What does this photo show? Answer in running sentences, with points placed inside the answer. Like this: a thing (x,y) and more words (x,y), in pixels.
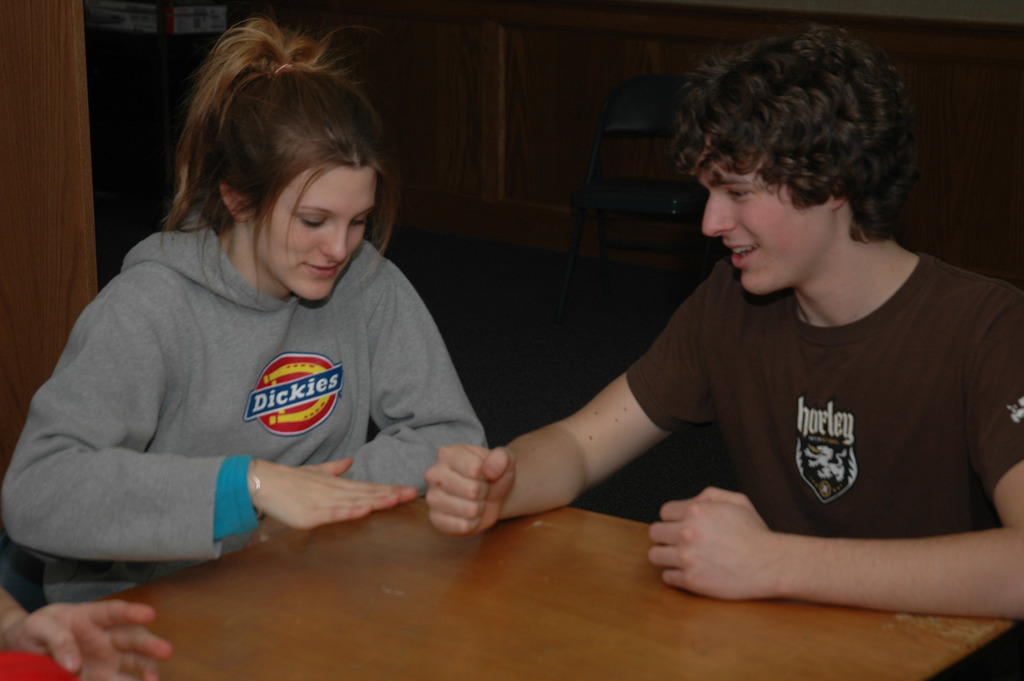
In this image we can see a man (563,459) and a woman (202,351) sitting beside the table (539,520). On the backside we can see a chair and a wall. On the left bottom (148,612) we can see the hand (81,607) of a person (90,644).
